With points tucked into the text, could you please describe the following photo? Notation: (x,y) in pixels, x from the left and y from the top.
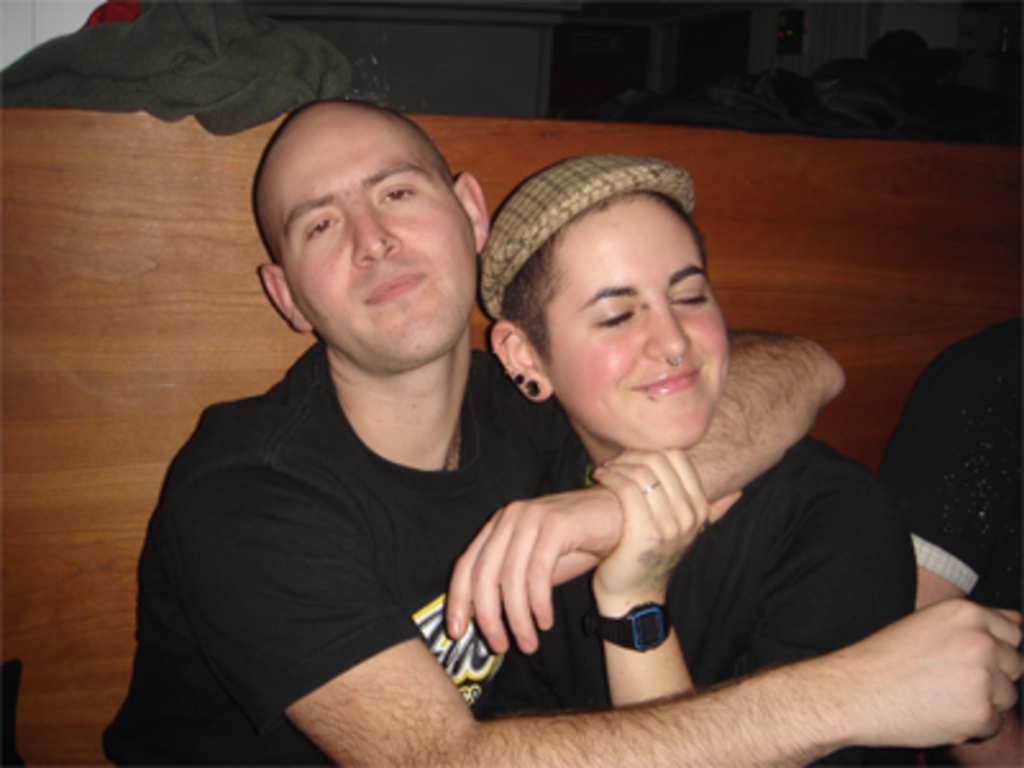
In this image, we can see people (623,422) and one of them is wearing a cap (526,225). In the background (860,200), there is a board (819,204) and we can see a cloth (173,56) and there are some other objects (594,57).
